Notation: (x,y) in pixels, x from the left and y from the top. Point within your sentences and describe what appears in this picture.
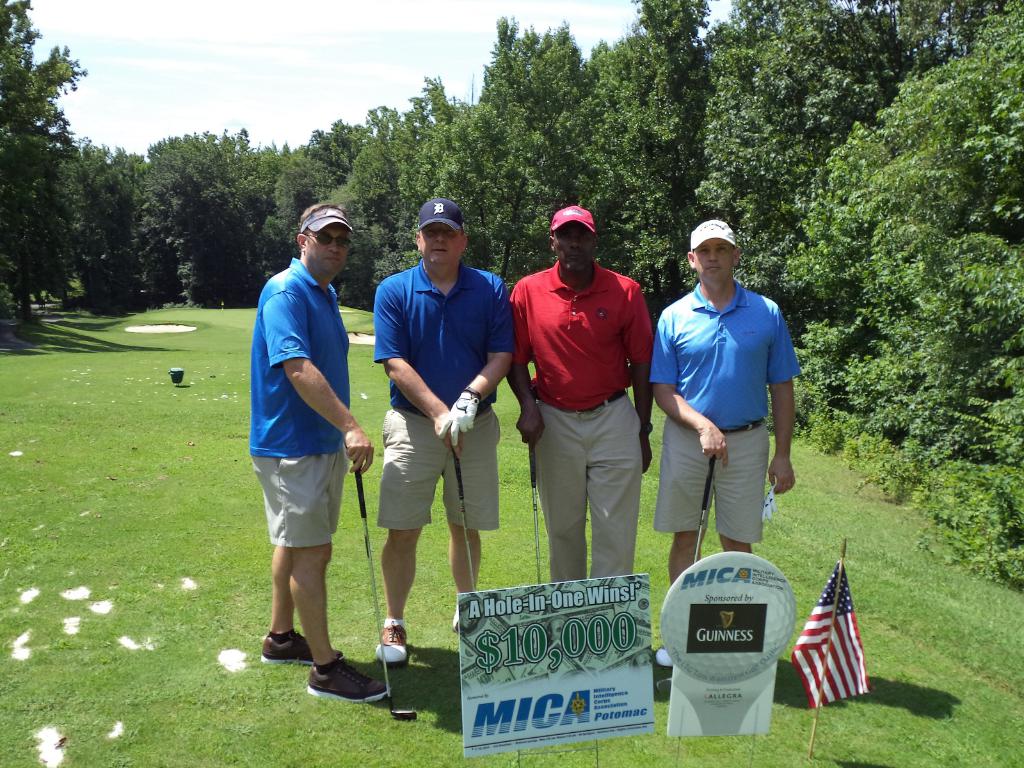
In the center of the image (522,294) there are four persons (683,498) standing and wearing caps (329,218). There are holding golf sticks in their hands (442,419). At the bottom of the image (537,646) there are banners (472,701). There is a flag (813,682). In the background of the image (125,262) there trees (224,159) and sky (194,19). At the bottom of the image (152,714) there is grass (148,729).
